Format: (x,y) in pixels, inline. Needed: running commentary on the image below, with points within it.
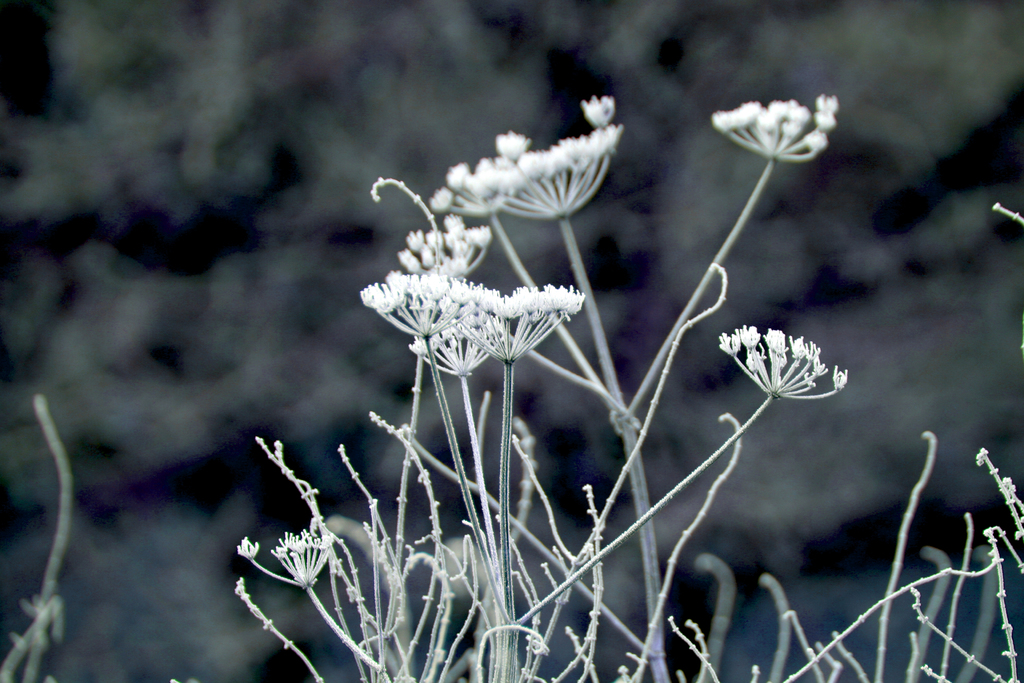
In this image, I can see the plants (506,313) with the tiny flowers (519,301). The background (134,471) looks blurry.
